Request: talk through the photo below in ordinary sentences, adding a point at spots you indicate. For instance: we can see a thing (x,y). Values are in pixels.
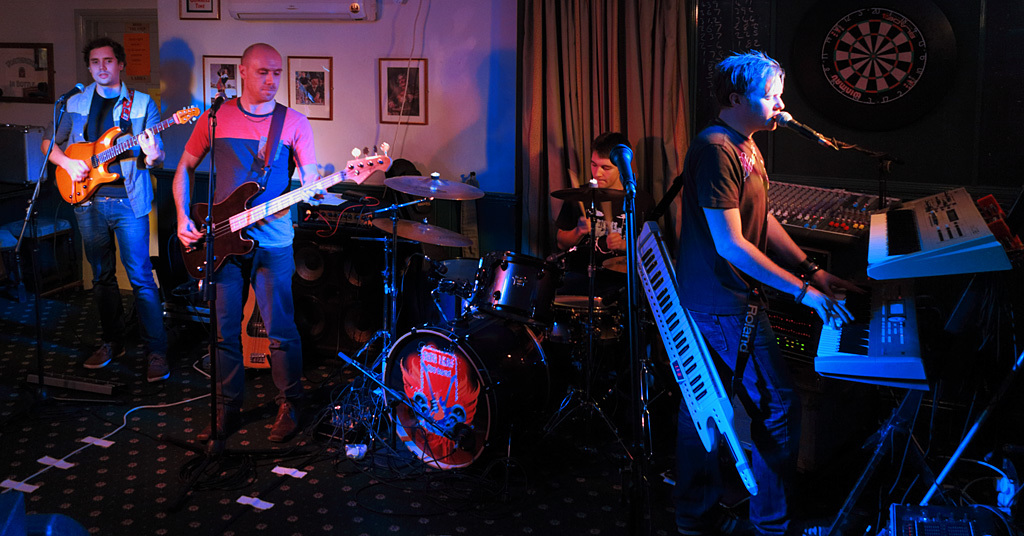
In this picture we can see two persons (107,81) are playing guitar (349,168). Here we can see a person (621,186) who is playing drums (464,402). This is wall (464,74) and there are frames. He is playing piano (875,271) and this is mike (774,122). There is a curtain (624,117) and this is floor (142,482).
